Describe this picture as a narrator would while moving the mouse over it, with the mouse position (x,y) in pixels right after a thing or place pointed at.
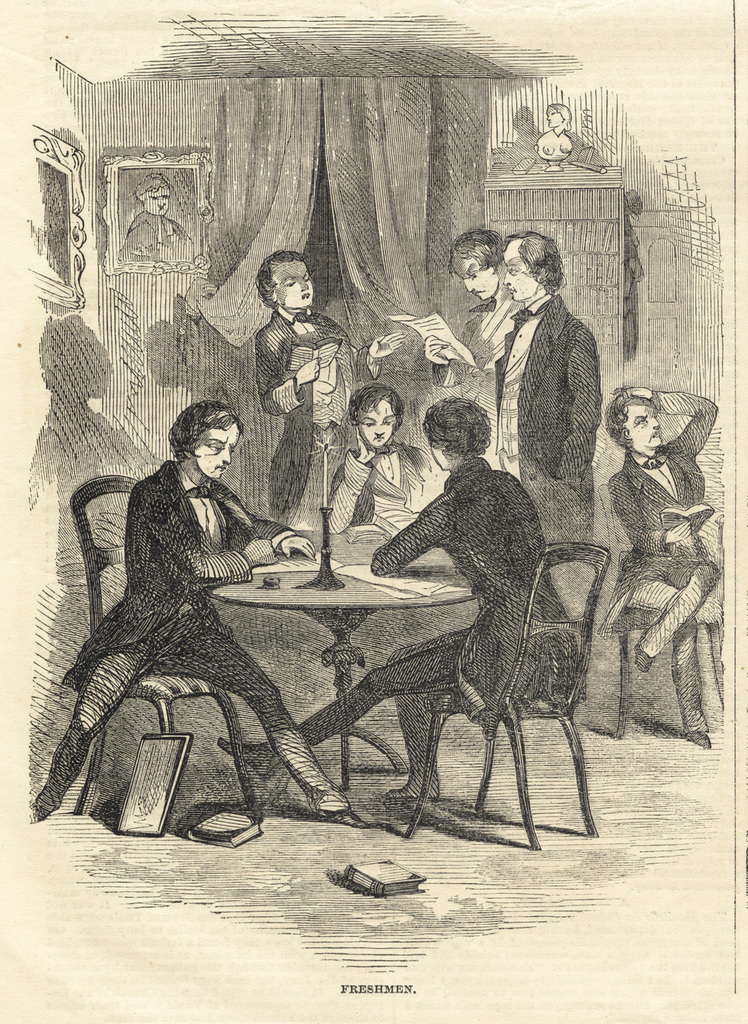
In this image we can see a drawing of some people (420,656). In that some people (342,704) are sitting on the chairs (174,681) beside a table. On the backside (349,362) we can see three people (360,361) standing. We can also see a curtain (253,299) and some frames (115,261).
